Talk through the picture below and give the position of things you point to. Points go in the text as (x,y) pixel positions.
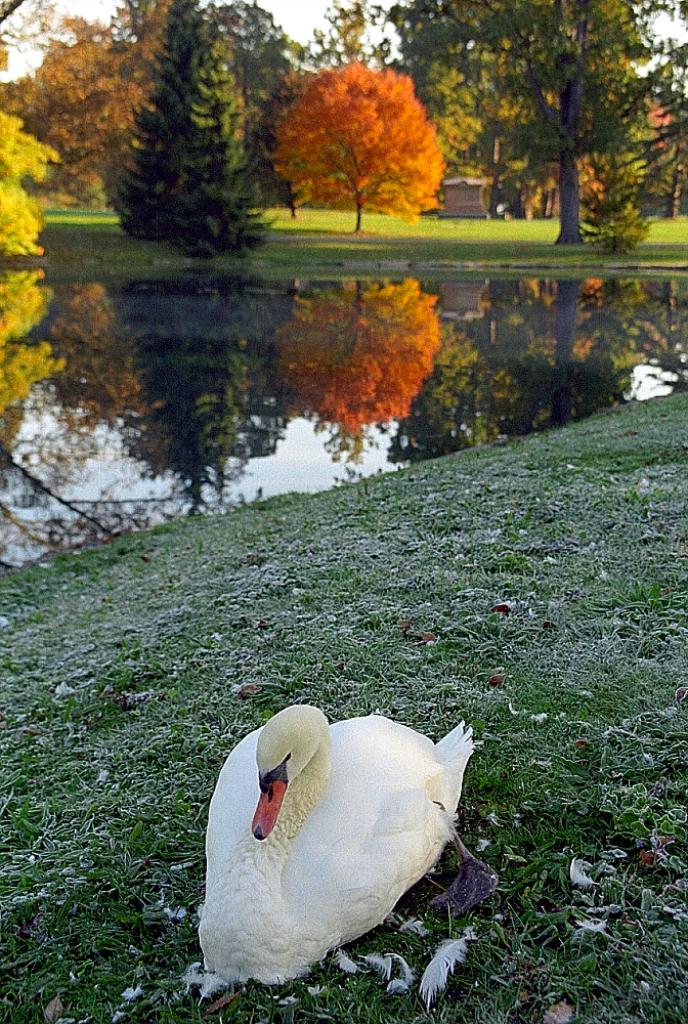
This image is taken outdoors. At the bottom of the image (522,864) there is a ground (173,684) with grass (452,931) on it. In the middle of the image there is a swan (212,819) on the ground (392,572). In the background (233,214) there are many trees (192,176) and there is a pond (226,378) with water (253,369).
